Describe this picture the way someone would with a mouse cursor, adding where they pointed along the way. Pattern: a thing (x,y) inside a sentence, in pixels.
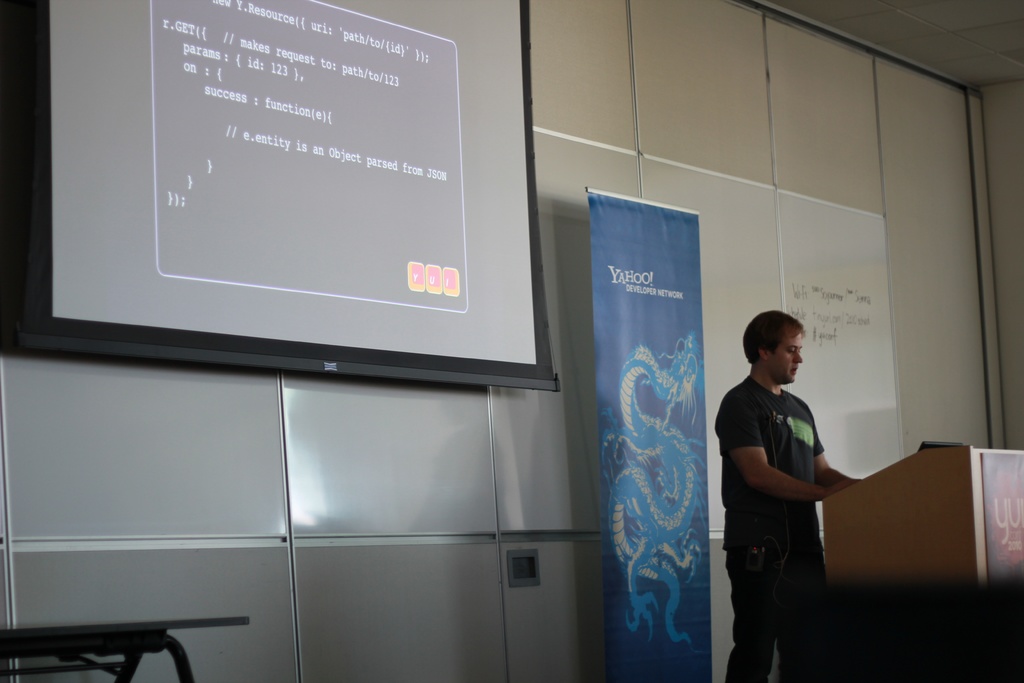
In this image there is a person (728,488) standing on the dais (851,488), behind the person (754,437) there is a banner (616,368) and a screen (392,242).
